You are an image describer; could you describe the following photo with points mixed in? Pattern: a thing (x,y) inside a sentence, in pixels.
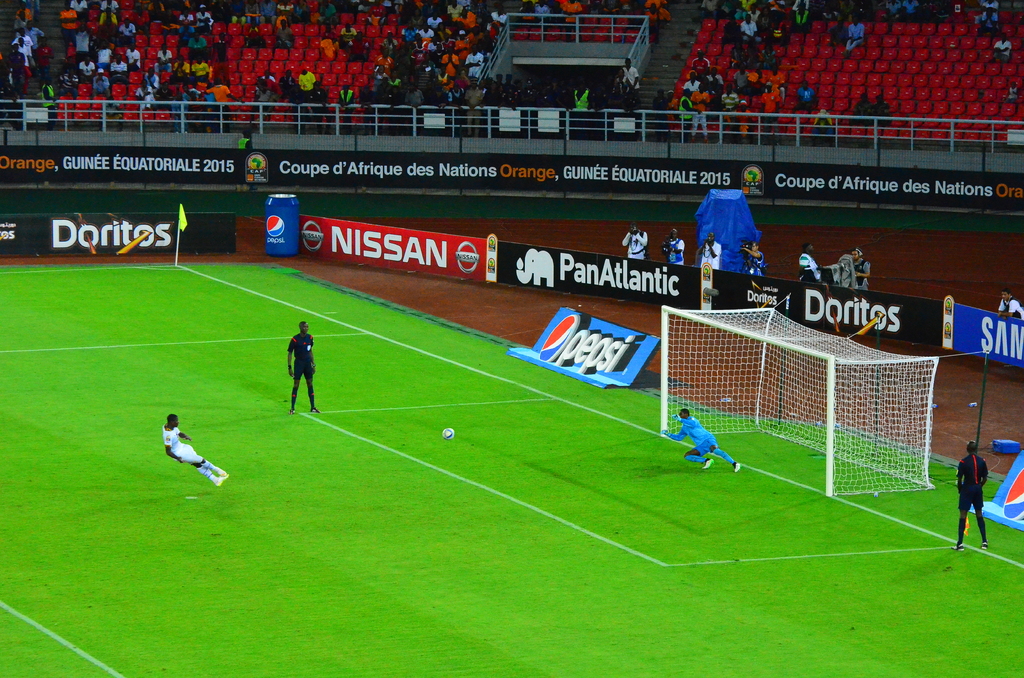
In this picture we can see the view of the football ground (282,451). In the front (193,446) there are some players (697,456) playing the football game. Behind there is white goal post (812,373). In the background (415,48) we can see some audience members (732,101) sitting on the red chairs (679,87).
